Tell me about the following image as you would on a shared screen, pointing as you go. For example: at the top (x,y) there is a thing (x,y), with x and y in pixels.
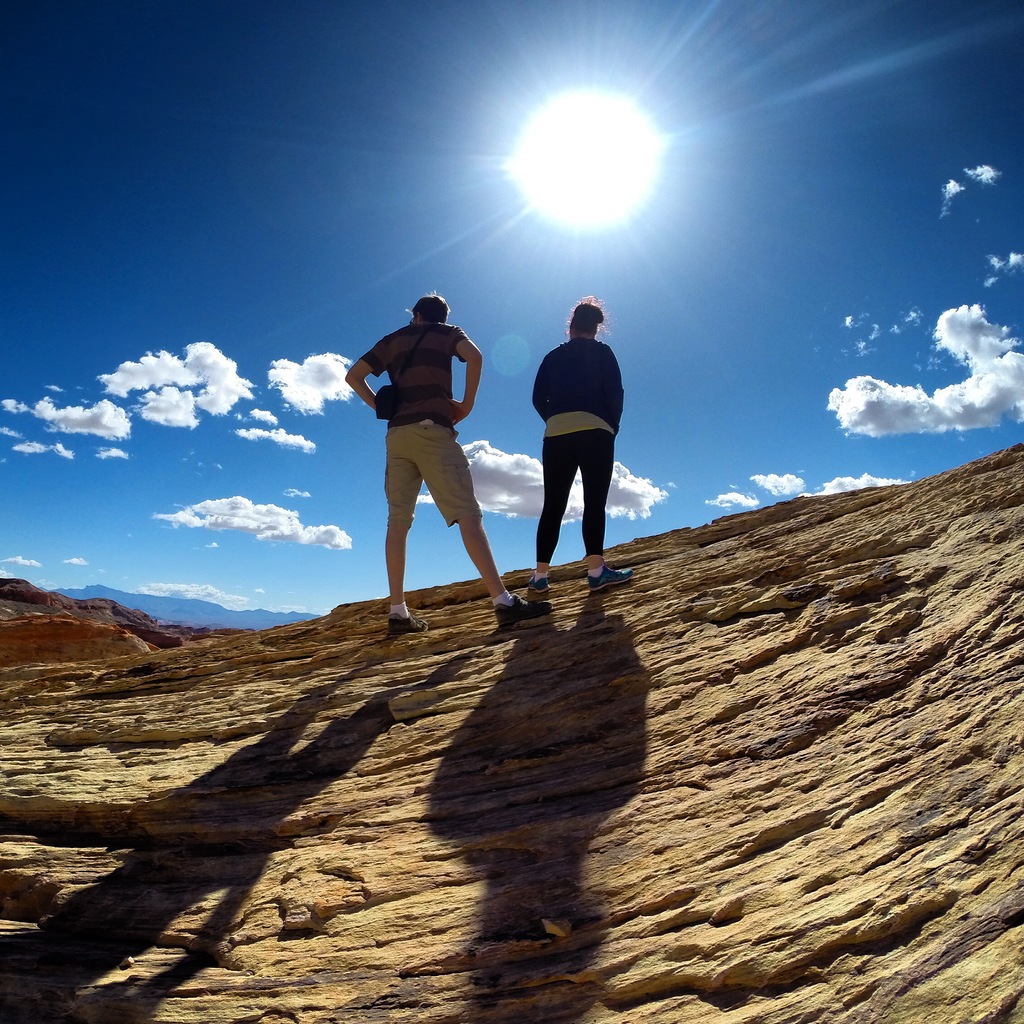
In this picture there is a man (439,458) and woman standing on the rock mountain (334,883). Above we can see the blue sky (616,81) and clouds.
